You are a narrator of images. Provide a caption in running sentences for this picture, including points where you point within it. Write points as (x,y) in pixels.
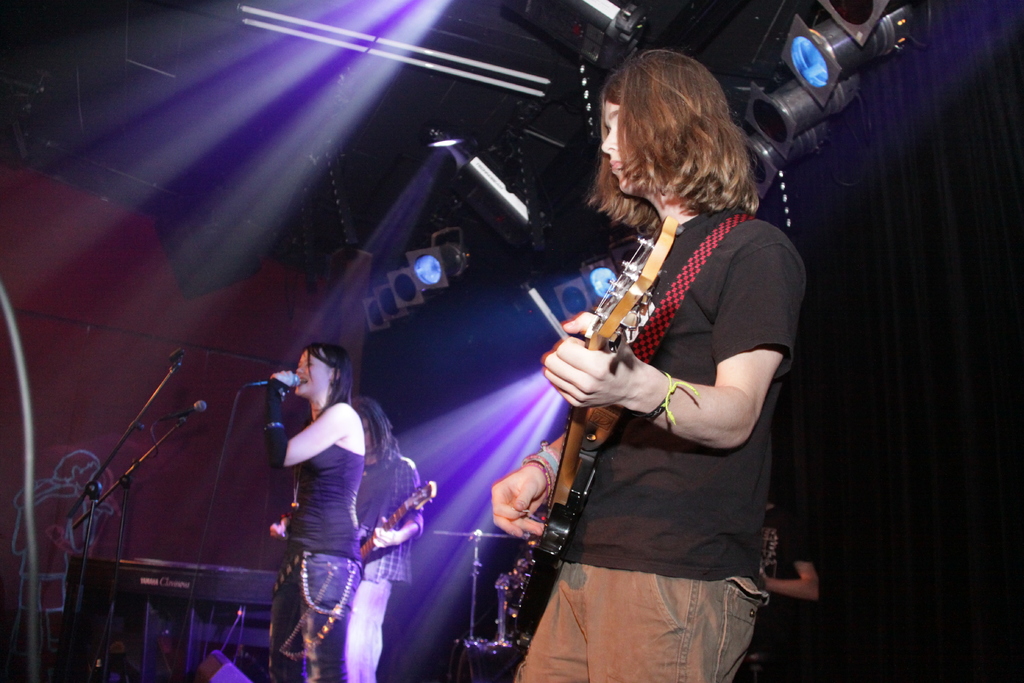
In this picture a woman (320,451) is singing and woman (655,64) is playing guitar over here and a person (396,498) is also playing guitar (399,520) over here.
